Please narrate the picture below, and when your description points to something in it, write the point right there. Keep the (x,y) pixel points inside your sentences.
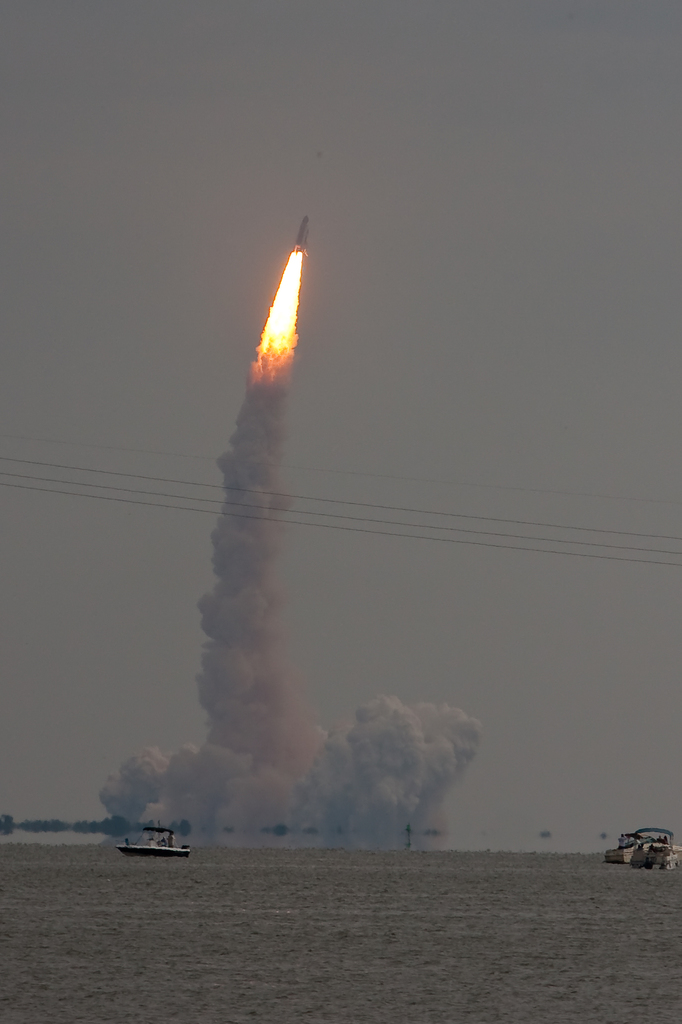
In this picture we can see fire (279,350) and smoke (276,369) which is coming from the rocket (299,244). At the bottom (161,834) we can see boats (153,829) on the water (400,941). In the background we can see trees (40,825). In the middle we can see electric wires (1,458). At the top (555,80) we can see sky (458,204) and clouds (468,55).
